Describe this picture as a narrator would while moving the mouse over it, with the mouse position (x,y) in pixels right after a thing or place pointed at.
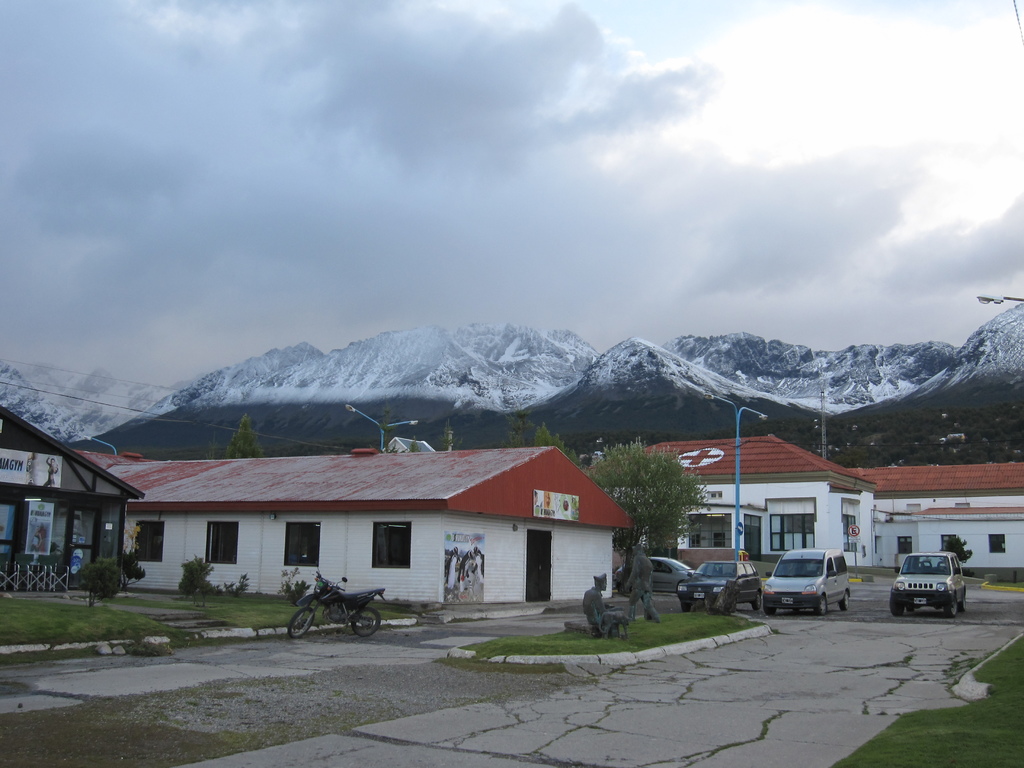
In the center of the picture (492,452) there are buildings (357,479), street lights (376,425), trees (662,473), plants (104,590), cars (817,571), sculptures (586,601), grass (269,610), road (364,655) and a motorbike (303,605). In the background (232,390) there are mountains (567,386). Sky (326,107) is cloudy.
